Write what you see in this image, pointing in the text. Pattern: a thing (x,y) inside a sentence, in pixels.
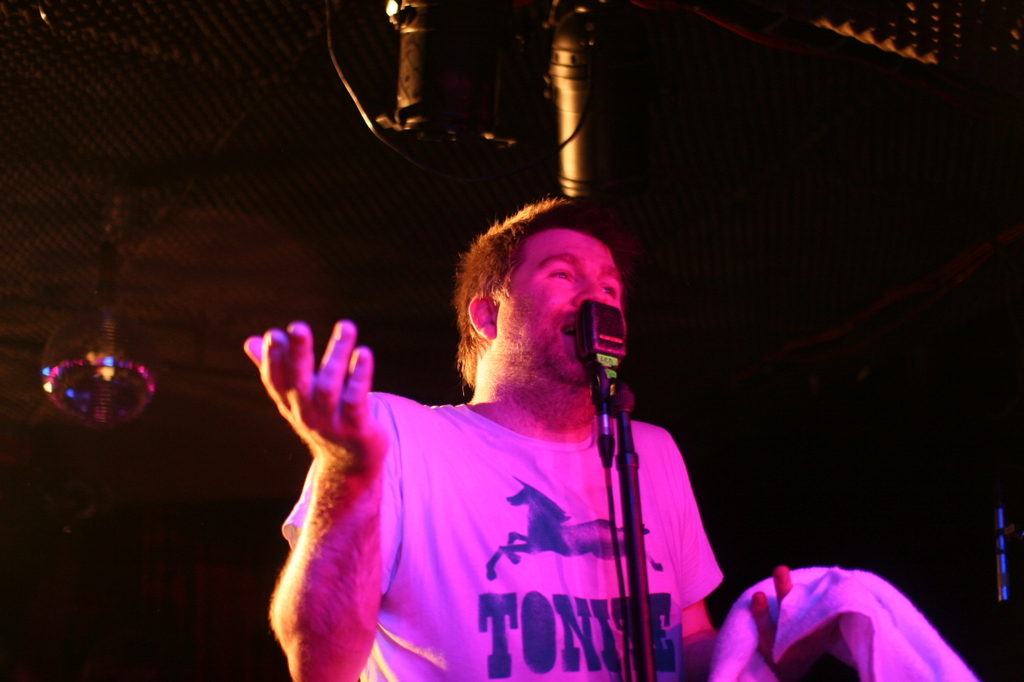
In this picture we can see a person (459,506), in front of him we can see a mic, at the back of him we can see some objects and in the background (446,355) we can see it is dark.
